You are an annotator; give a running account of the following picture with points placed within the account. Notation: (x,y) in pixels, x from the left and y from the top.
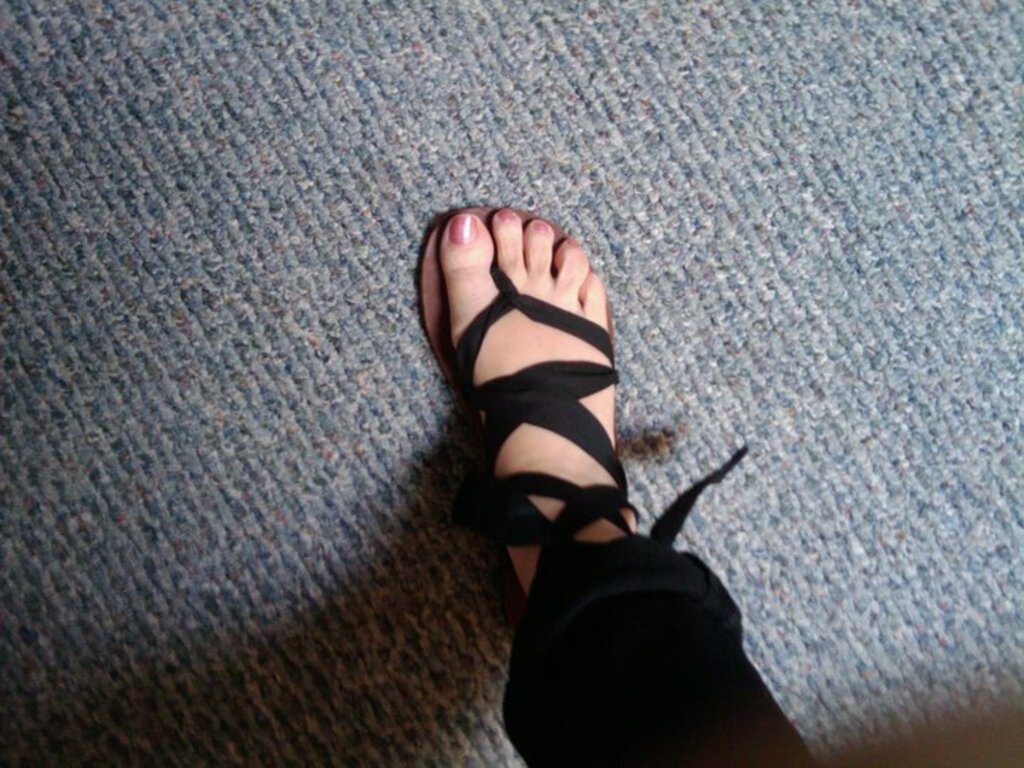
In this picture there is a leg (520,337) of the person (541,457) visible which is in the center (567,422).
